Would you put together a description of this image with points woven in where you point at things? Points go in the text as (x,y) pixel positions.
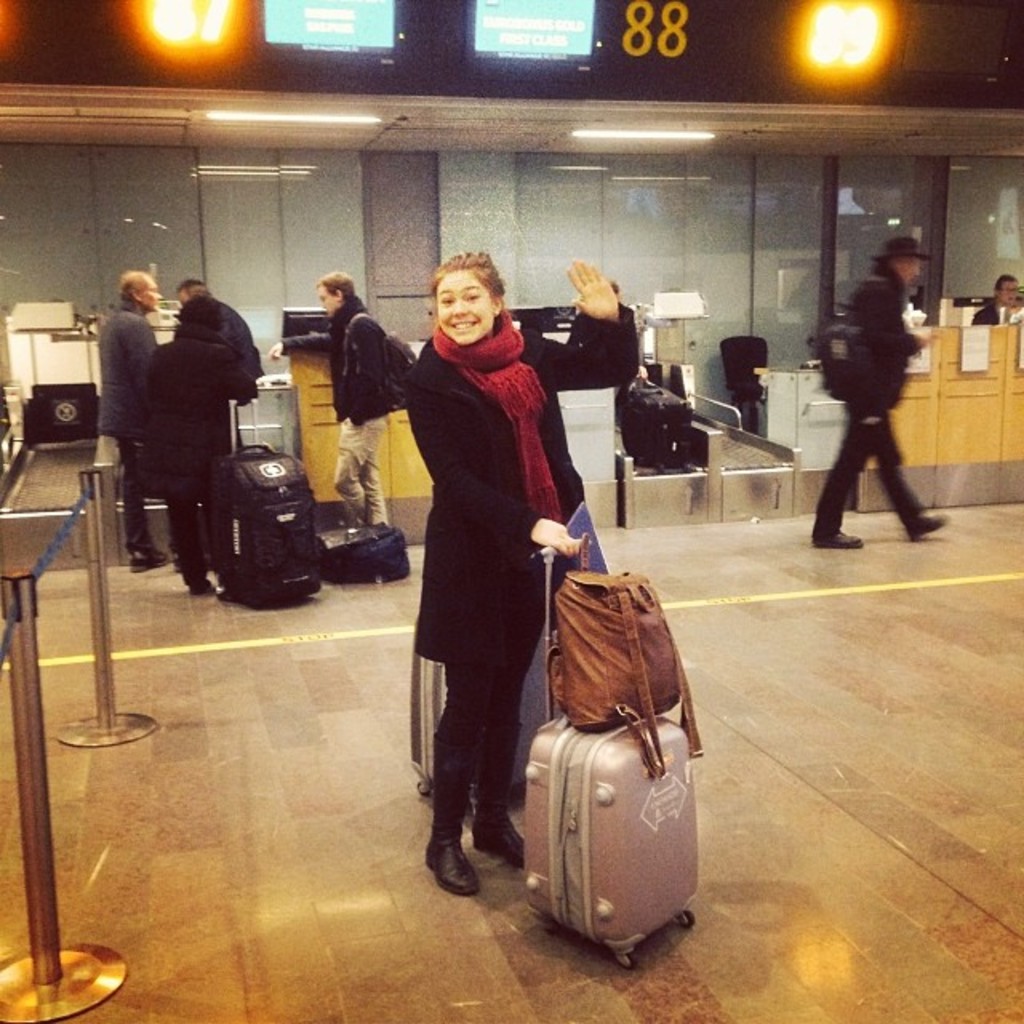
At the top (855,41) we can see lights (842,52) and screens (584,35). Here we can see persons (515,637) standing and walking on the floor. We can see this woman (499,374) holding a luggage bag (631,753) and there is other bag (614,652) on it. These are poles (105,716). We can see bags (328,557) on the floor (66,720).
